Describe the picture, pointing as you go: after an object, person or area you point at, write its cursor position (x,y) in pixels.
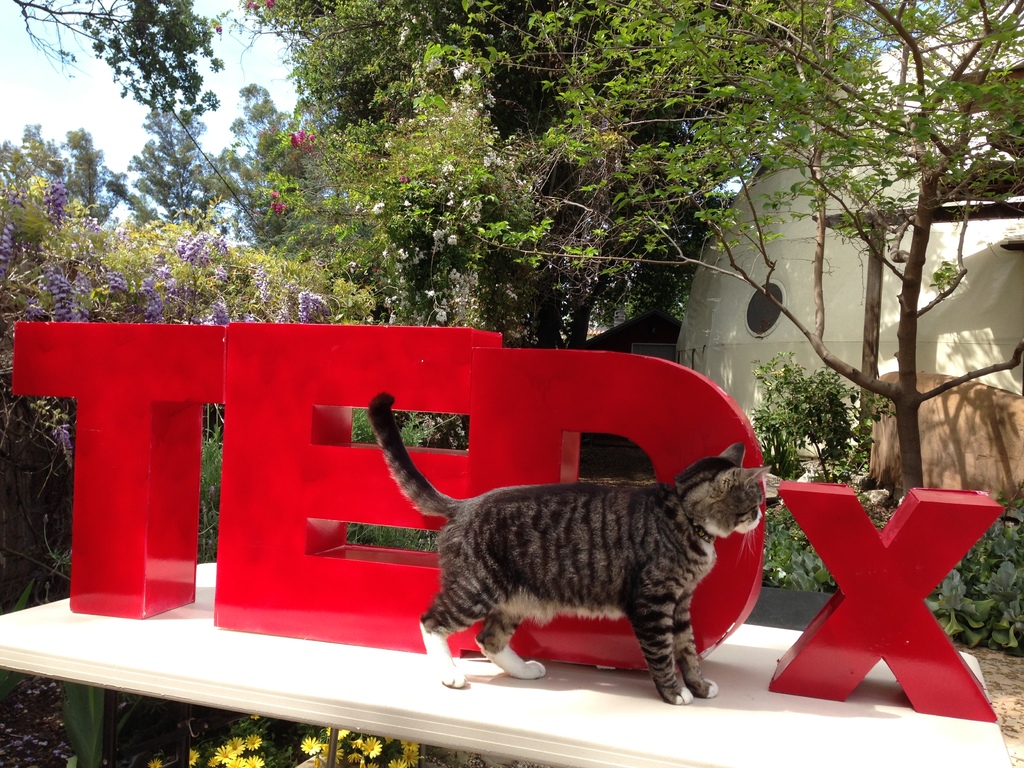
In this picture we can see a cat (698,669). There are flowers (215,764). On the background (352,298) we can see some trees (363,119) and this is sky (38,93).
